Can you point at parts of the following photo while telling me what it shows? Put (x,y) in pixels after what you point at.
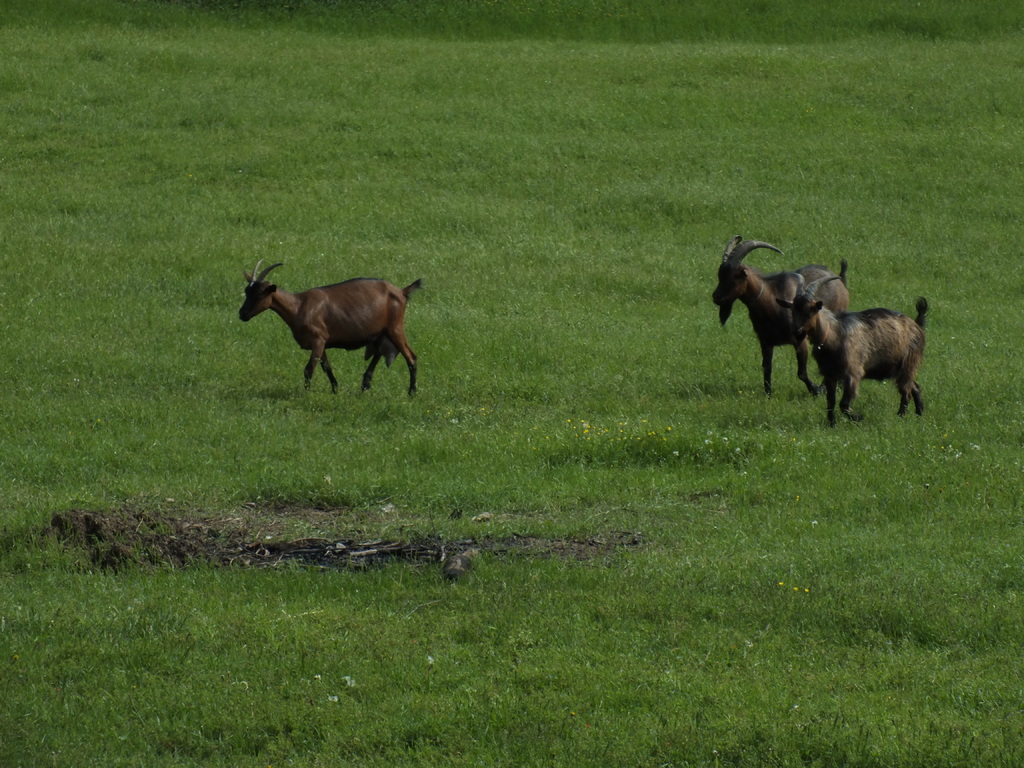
In this picture we can see there are three animals (732,306) on the grass (547,364).
